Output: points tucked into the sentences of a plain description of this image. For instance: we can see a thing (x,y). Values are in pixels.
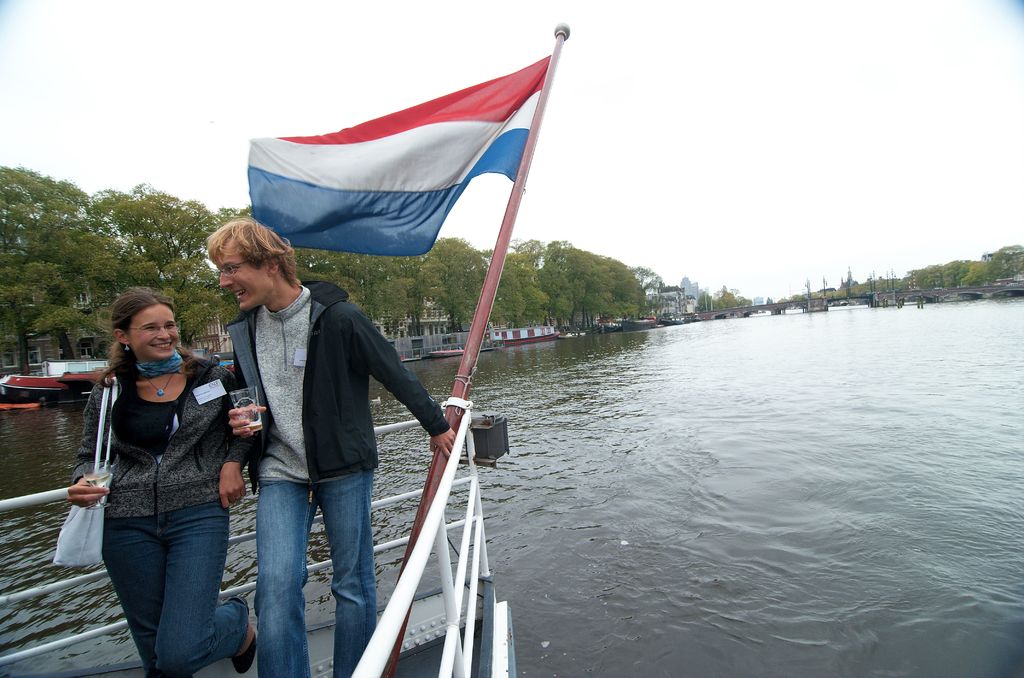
In this image it seems like a ship (455,436), which is on the river (639,468), there is a couple (159,490) standing and smiling. In the background (64,254) there are buildings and trees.
